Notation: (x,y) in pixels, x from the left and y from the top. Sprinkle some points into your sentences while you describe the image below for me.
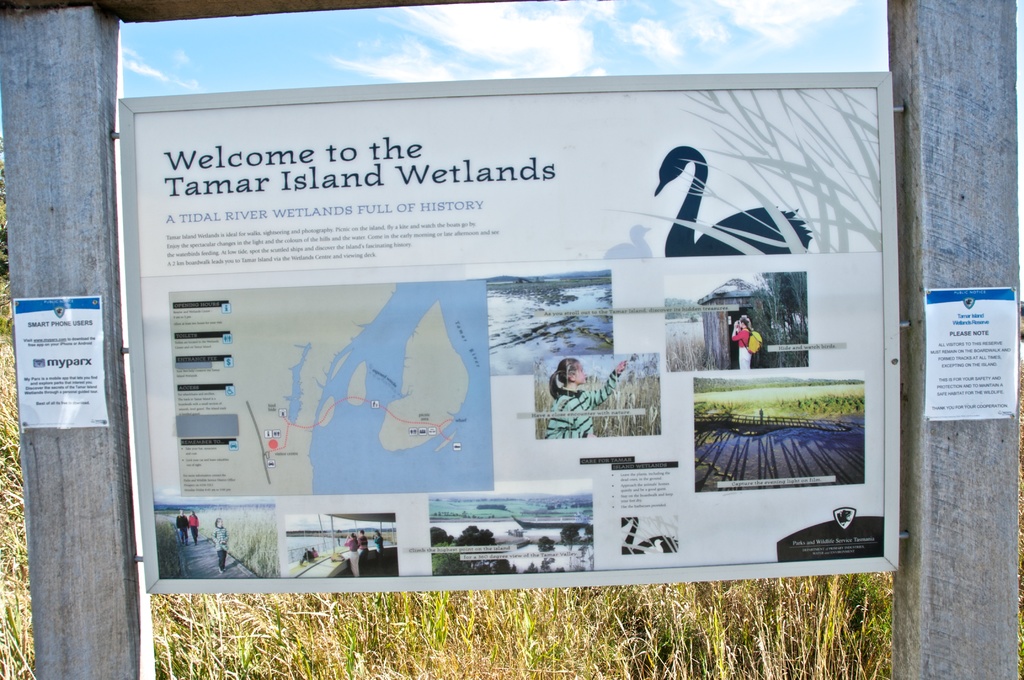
This image is taken outdoors. At the bottom of the image (309,638) there is a ground (304,640) with grass (630,630) on it. At the top of the image (357,64) there is the sky (468,50) with clouds (675,44). In the middle of the image (383,287) there is a board (371,240) with a few images (554,420) and text (314,170) on it. There is a map (381,399) and an image of a bird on the board (382,393) and there are a few images of human (321,518). On the left (89,375) and right sides of the image there are two pillars (966,198) with two posters (88,353) on them.
